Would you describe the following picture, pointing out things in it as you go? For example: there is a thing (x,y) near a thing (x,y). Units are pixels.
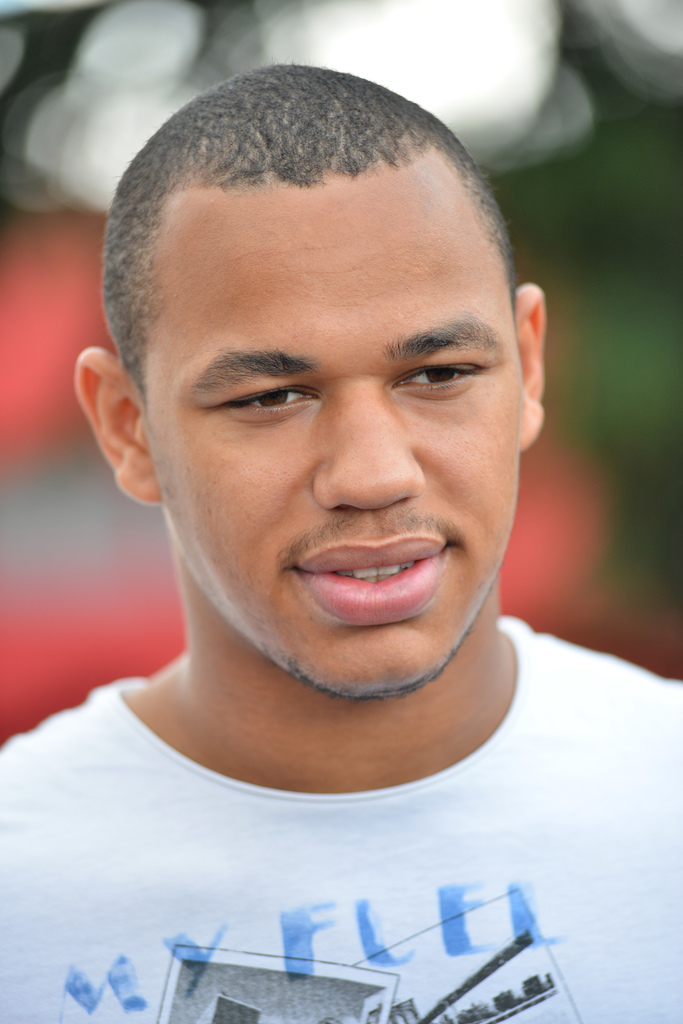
In this image we can see a person (27,791) with white shirt (604,895) is posing for a picture.
